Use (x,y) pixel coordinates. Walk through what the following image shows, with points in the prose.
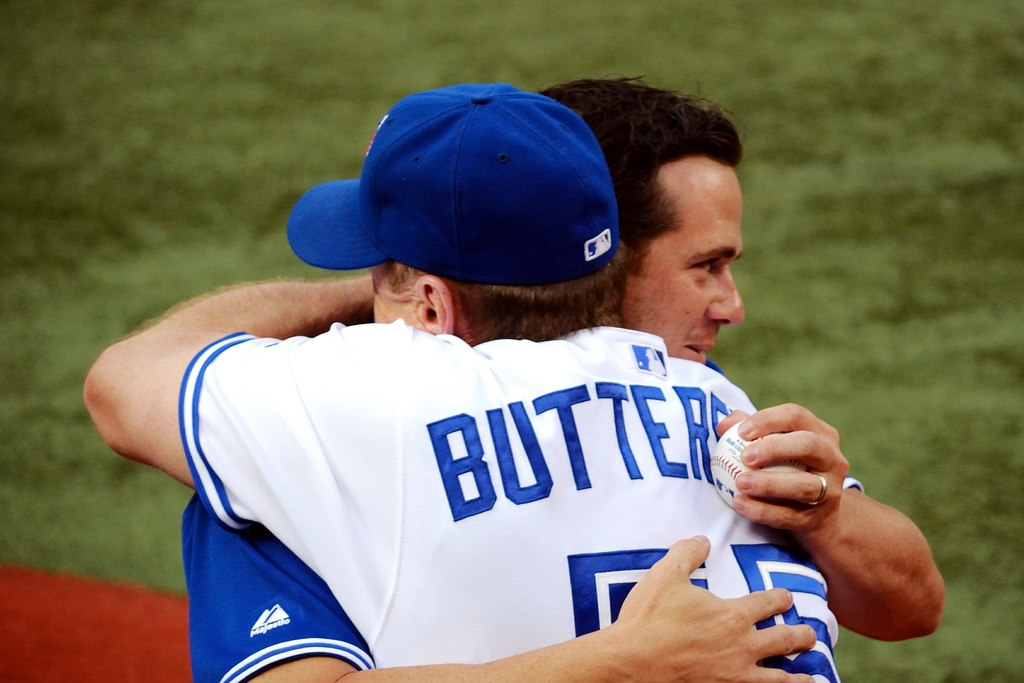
In this image we can see two persons (539,515). One person (499,353) is wearing a cap (492,175). One person (732,322) is holding a ball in his hand (810,507). In the background (883,229), we can see the grass (114,266).
